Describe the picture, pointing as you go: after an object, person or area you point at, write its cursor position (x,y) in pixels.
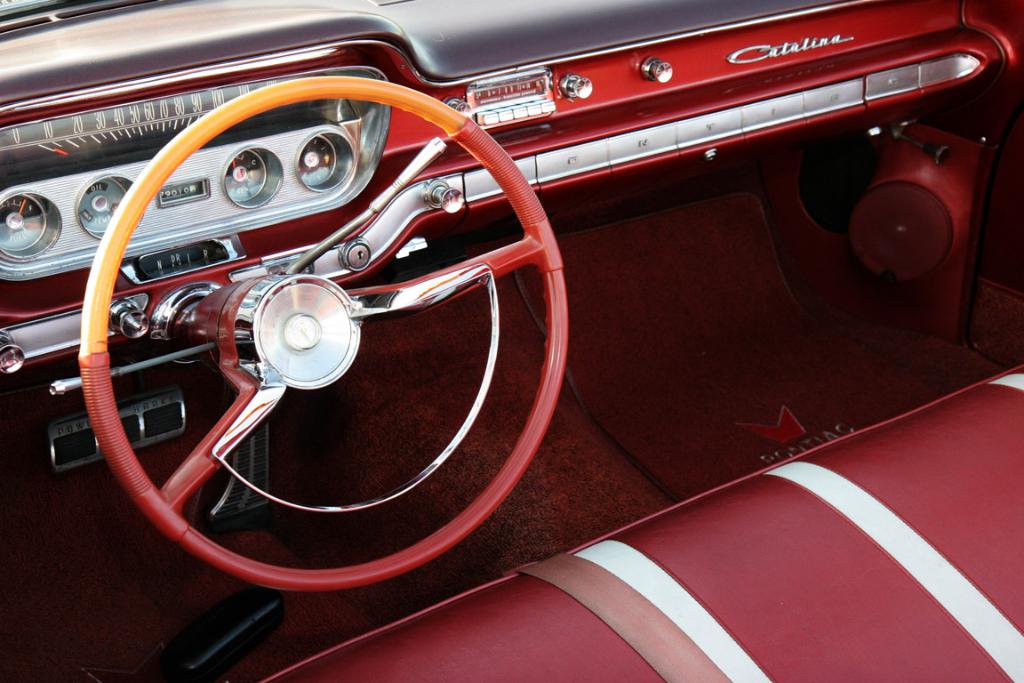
In this image, we can see an inside view of a vehicle (799,522). There is a cockpit (549,78) at the top of the image (568,85). There is a steering (525,218) on the left side of the image (86,361). There is a seat (644,599) at the bottom of the image (644,599).
